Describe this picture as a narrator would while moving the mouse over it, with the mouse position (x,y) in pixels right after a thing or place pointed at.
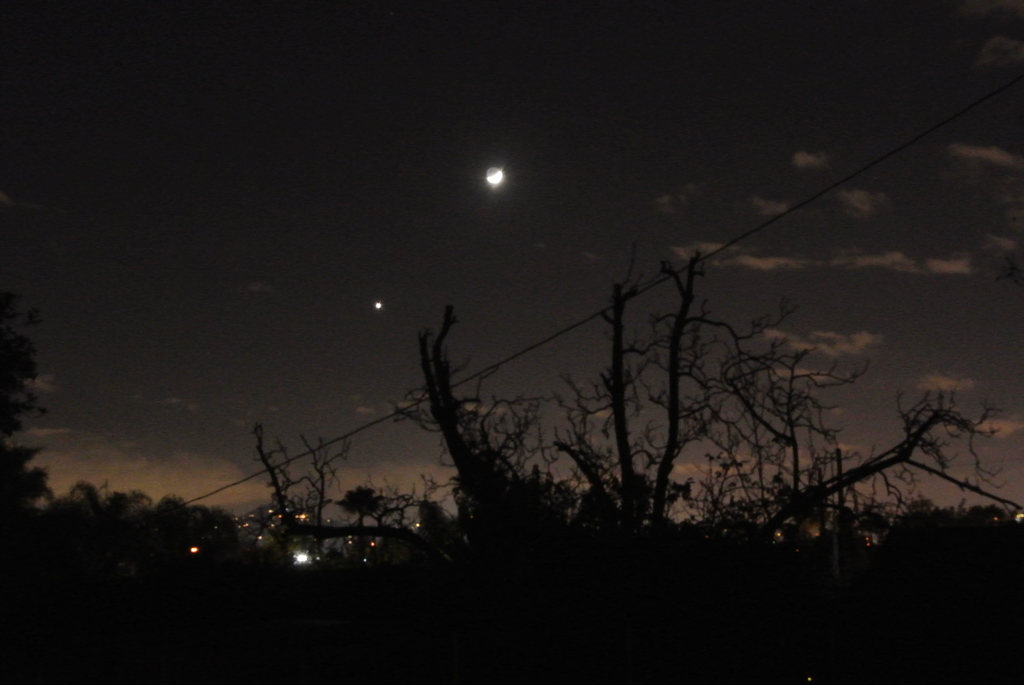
In this image at the bottom (495,514) there are some trees (194,522) and some lights (306,556) and one wire (201,497), in the background (609,298) there is sky (321,248) and moon (491,172).
